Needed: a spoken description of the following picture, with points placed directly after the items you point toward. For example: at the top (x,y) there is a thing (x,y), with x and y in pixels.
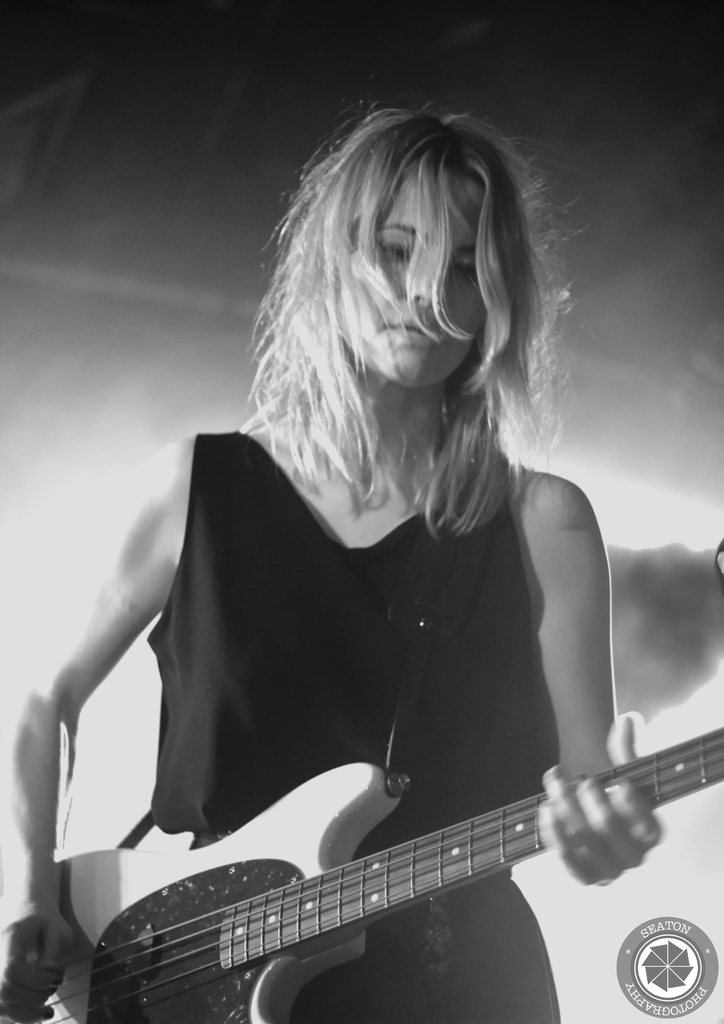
Here we can see a woman (113,669) playing a guitar (348,903) present in her hand (594,863) and she is wearing a black dress (466,590).
